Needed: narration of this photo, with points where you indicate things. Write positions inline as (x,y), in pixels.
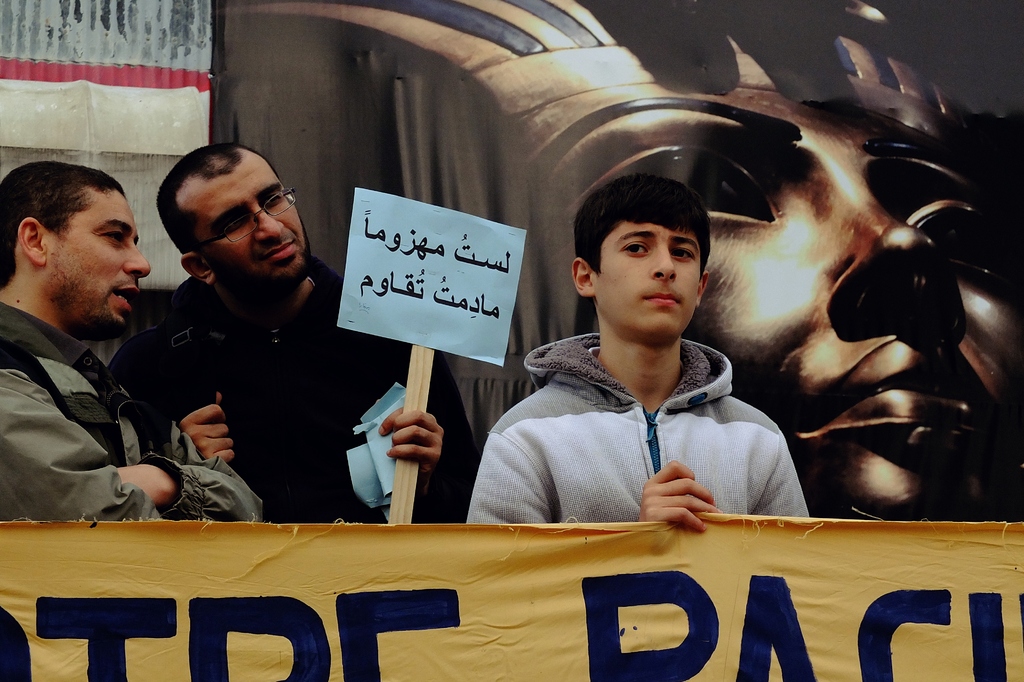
In this image we can see there are three people (459,451) standing and holding a banner (532,585). In the background (739,271) there is a wall (491,131).
